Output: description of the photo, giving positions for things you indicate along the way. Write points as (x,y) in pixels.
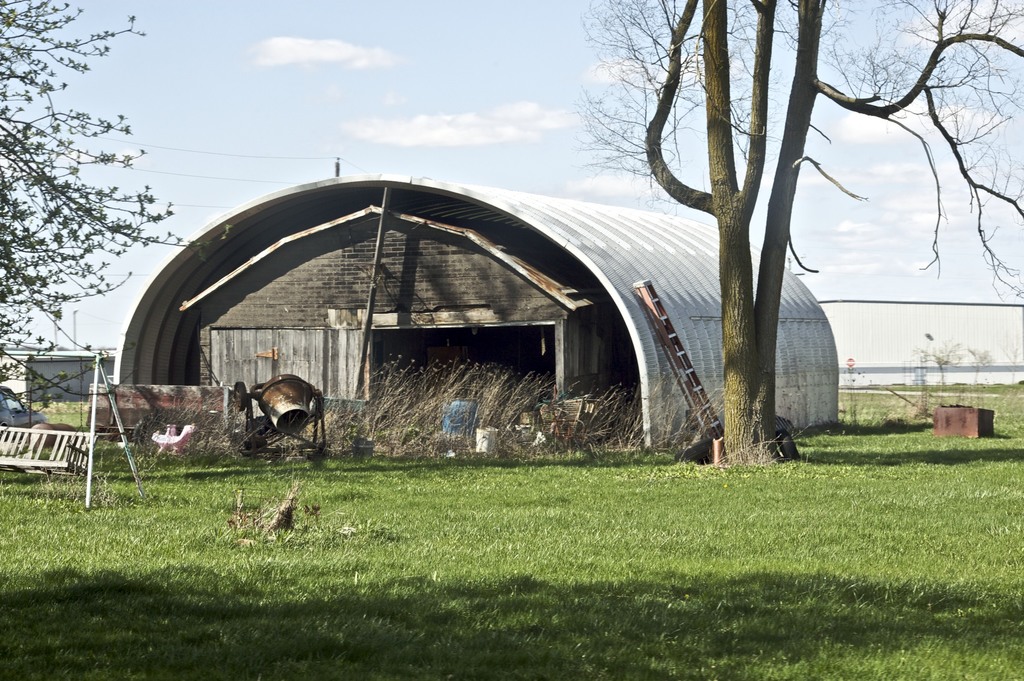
We can see grass (489,644), trees (109,51), poles (124,439), machine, ladder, shed (318,371) and few objects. In the background (878,303) we can see wall (59,363), poles (76,316), wires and sky (462,174) with clouds (522,133).
